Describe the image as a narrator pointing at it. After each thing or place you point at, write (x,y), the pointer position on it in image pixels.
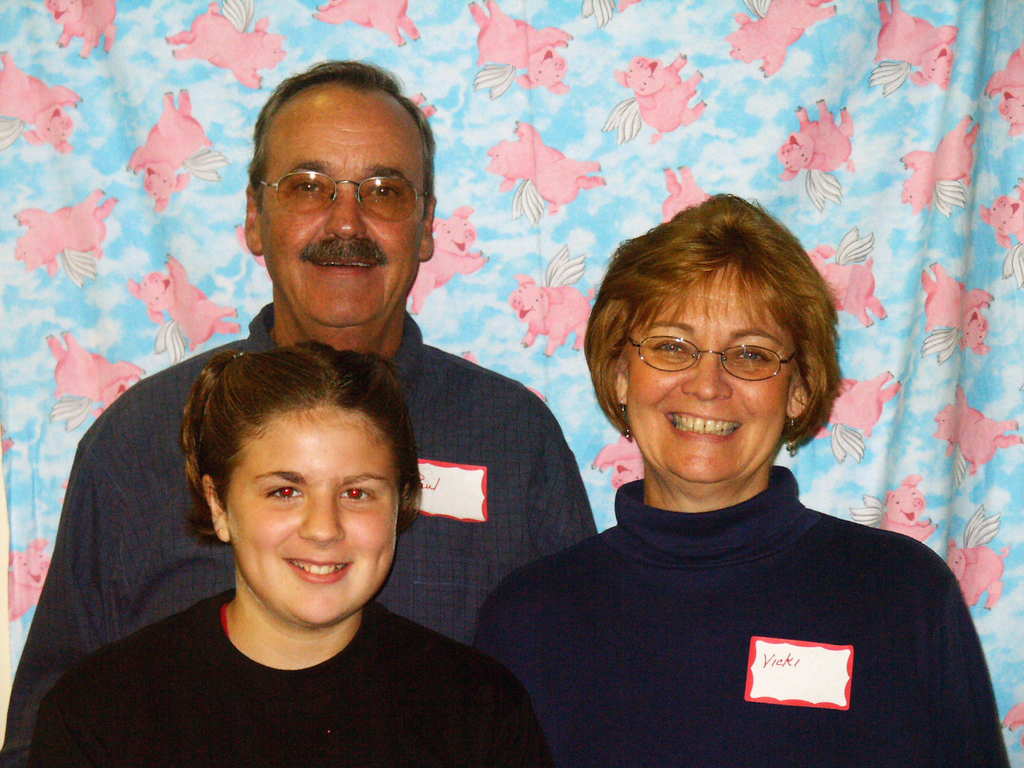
In this picture there are three people (326,495) standing and smiling. At the back (640,102) there is a curtain (591,75) and there are pictures (569,187) of pigs (567,176) and there is a picture (865,75) of sky (512,206) on the curtain (669,135).
